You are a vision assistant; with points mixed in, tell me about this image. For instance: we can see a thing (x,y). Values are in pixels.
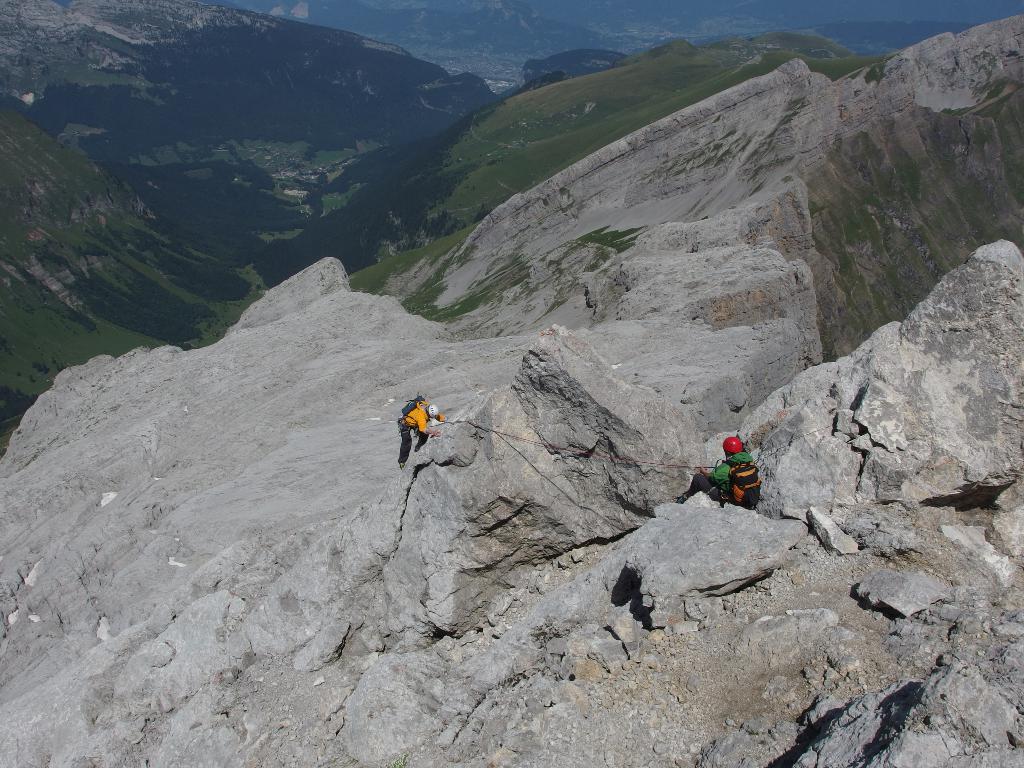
There are two people (429,403) wore helmets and carrying bags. We can see hills (680,449), rope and grass (527,110).
